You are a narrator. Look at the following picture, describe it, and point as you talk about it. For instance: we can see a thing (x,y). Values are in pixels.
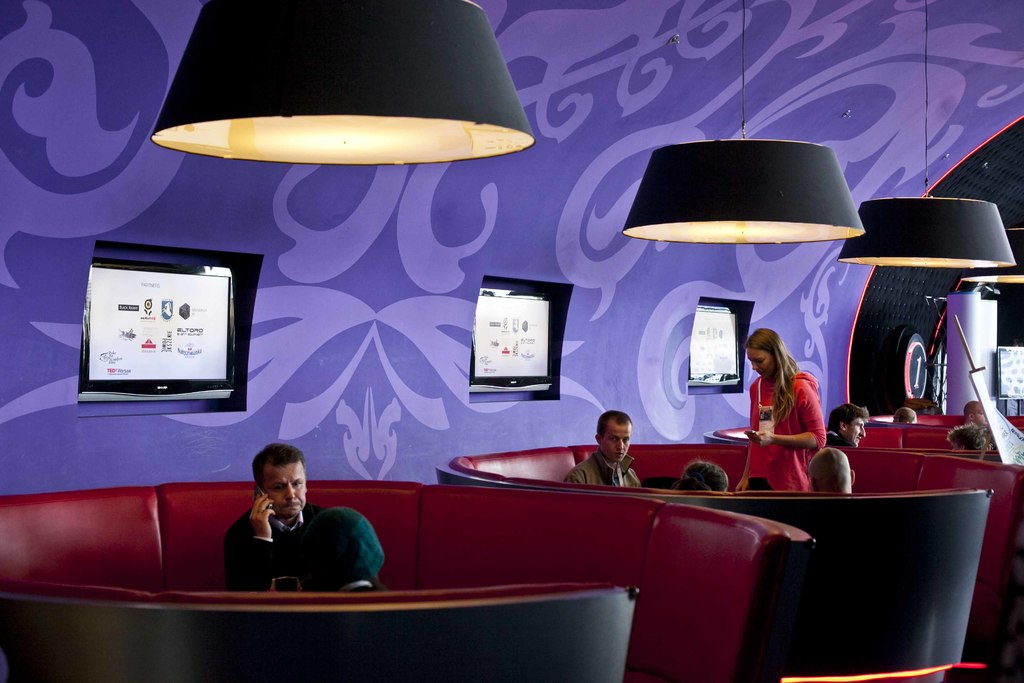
This image is taken indoors. In the background (356,349) there is a wall (648,363) and there are three monitors (131,357) on the wall (844,399). At the bottom of the image (486,593) there are a few sofas (854,531). A few people (971,445) are sitting on the sofas (940,546) and a woman (780,419) is standing on the floor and holding a phone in her hand (766,438). On the right side of the image (1002,389) there are a few things (990,402) on the floor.
